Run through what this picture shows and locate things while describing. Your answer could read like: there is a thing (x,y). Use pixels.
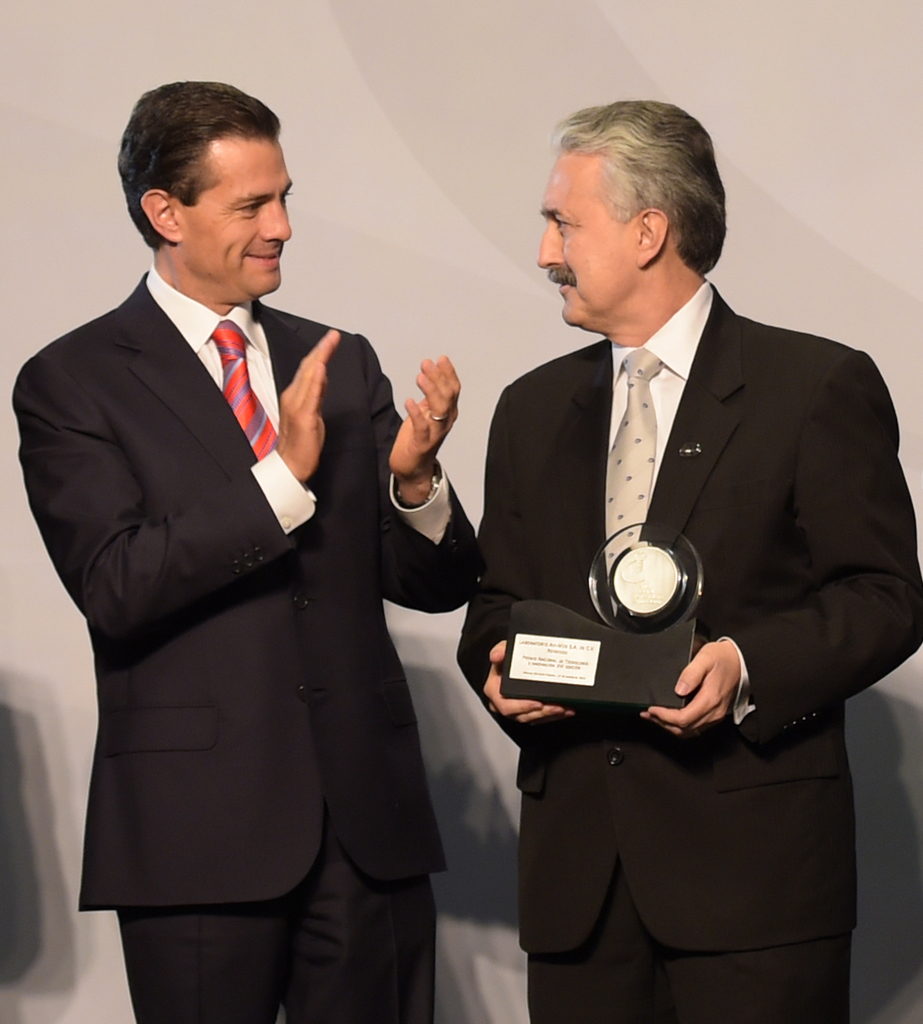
In this picture we can see a person (717,636) holding an award (568,628) in his hands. We can see a man (121,459) on the left side (159,951). There are a few shadows (54,765) visible in the background (428,664). Background (454,648) is white in color.
